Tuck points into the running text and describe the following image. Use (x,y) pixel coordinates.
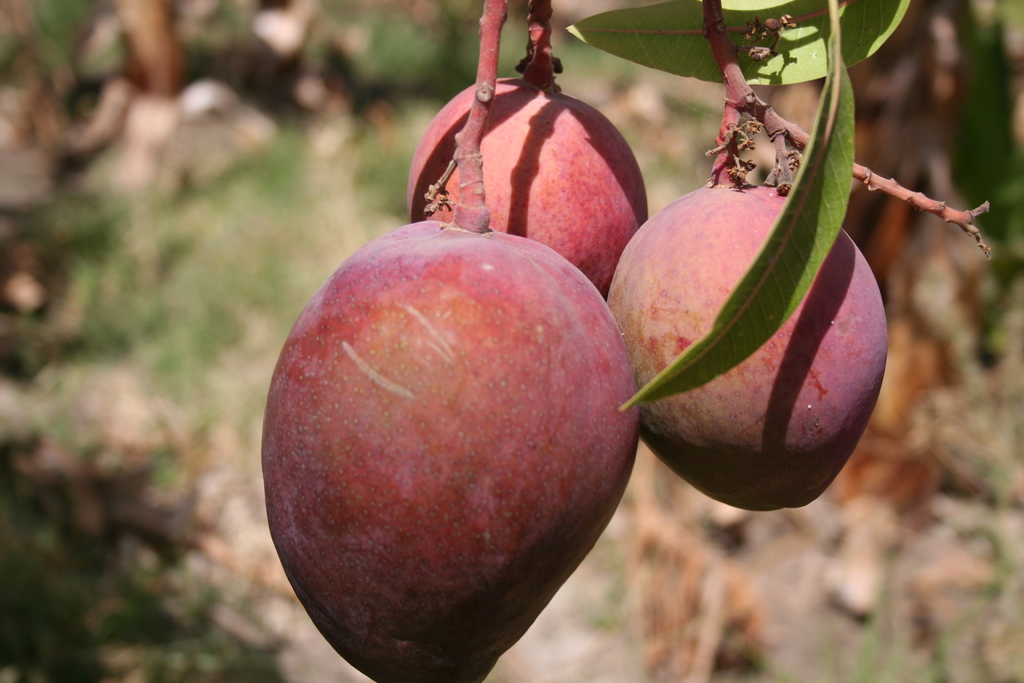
In this image I can see few fruits (394,390) which are red and orange in color and few leaves (781,239) which are green in color. I can see the blurry background (197,187).
